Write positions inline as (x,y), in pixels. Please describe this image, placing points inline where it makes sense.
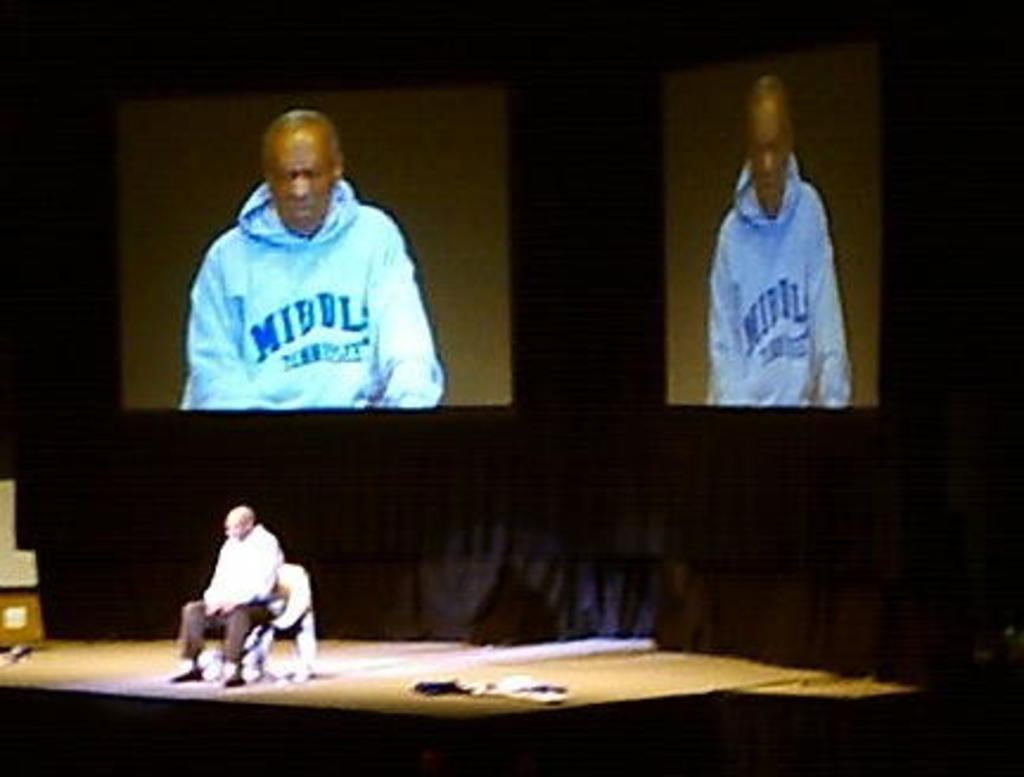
In this image there is a man (259,577) sitting on a chair (277,610), in the background (360,335) there are two screen (328,297) in that there is a man (310,216) and a black curtain (406,3).
